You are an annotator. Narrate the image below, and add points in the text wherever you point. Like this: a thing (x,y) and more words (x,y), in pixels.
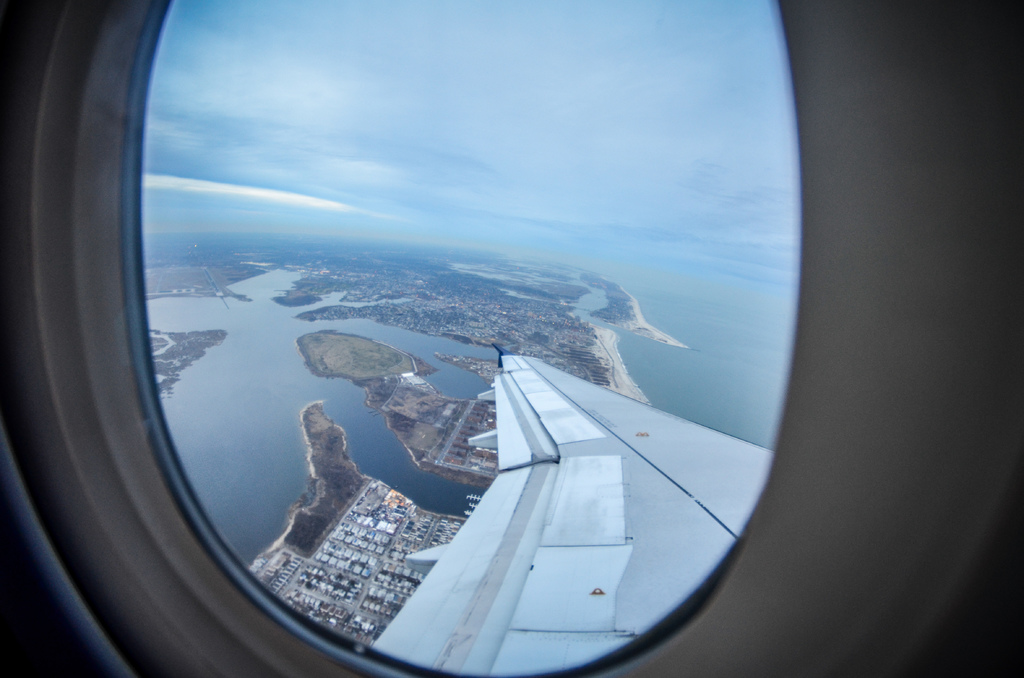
In this image, we can see a window (244,421) of an airplane (506,601) and through the glass (603,500), we can see buildings (410,523), rocks (322,348) and there is water (300,368). At the top (389,110), there is sky (436,142).
